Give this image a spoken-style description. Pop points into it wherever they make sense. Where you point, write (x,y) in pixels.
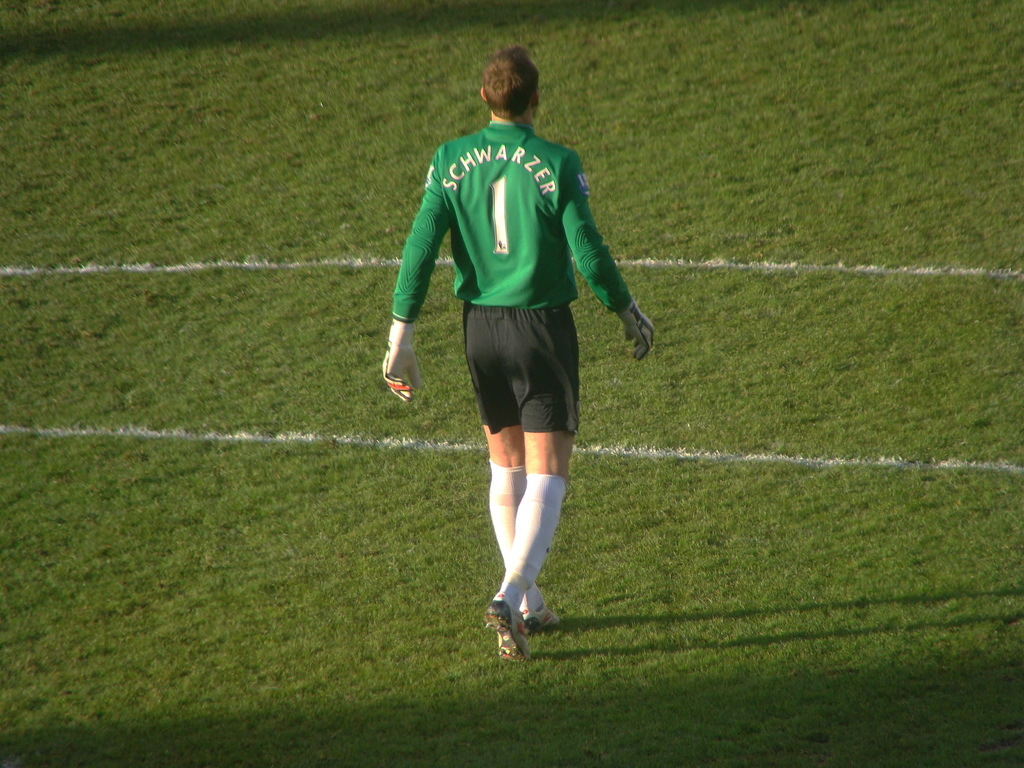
In the center of the image (573,371) we can see a person (496,524). At the bottom (306,613) there is grass (644,627).
